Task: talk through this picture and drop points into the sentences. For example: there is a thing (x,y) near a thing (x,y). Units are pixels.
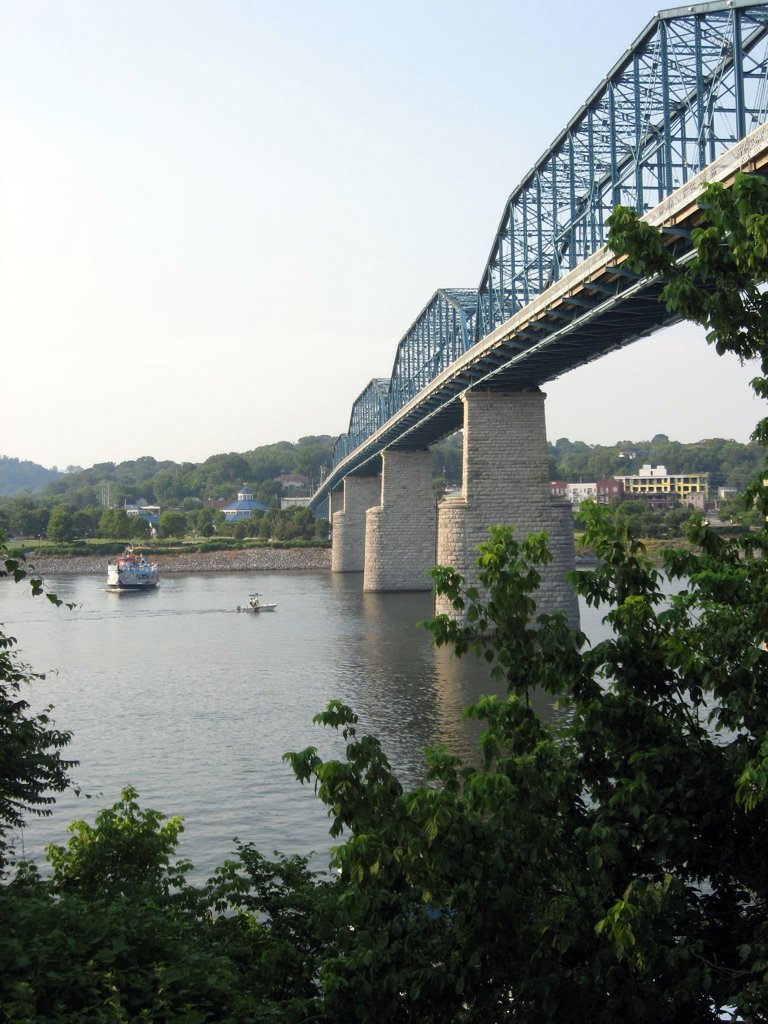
In the foreground of the image (163,695) there are some trees (172,962), water (163,695) on which there are some boats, on right side of the image (537,440) there is bridge (494,497) and in the background of the image (328,525) there are some trees (328,525), houses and clear sky (263,237).
